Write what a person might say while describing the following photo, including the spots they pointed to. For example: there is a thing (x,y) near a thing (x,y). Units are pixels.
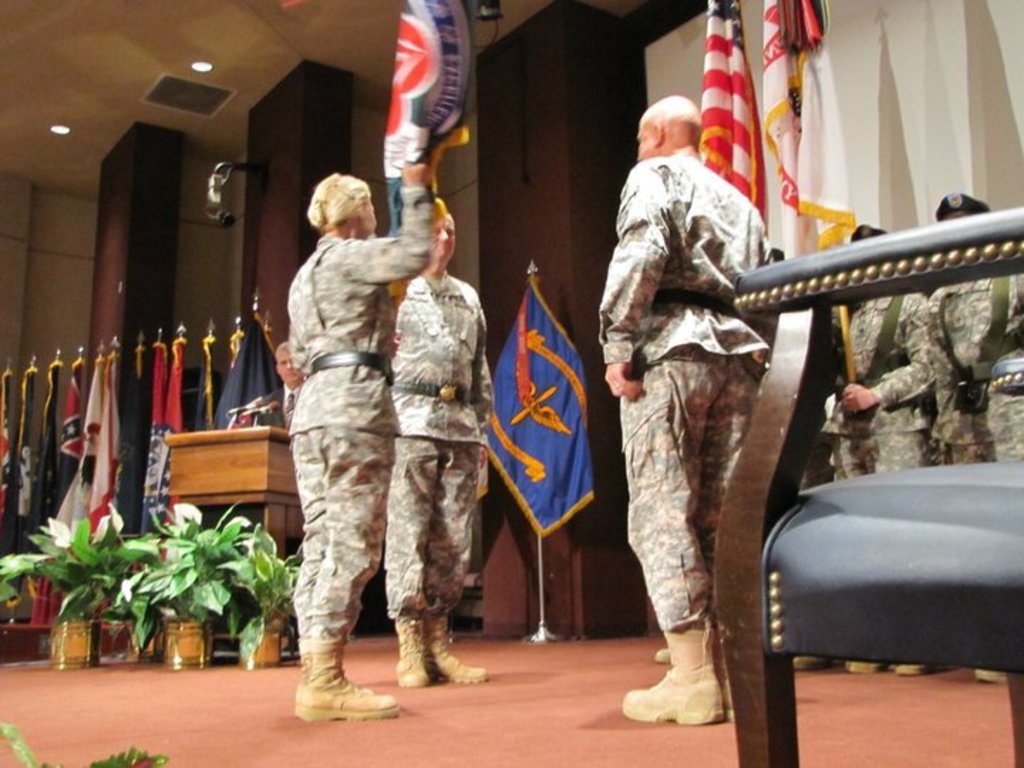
There are three persons (426,515) standing and this person (317,639) holding flag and we can see plants (132,610) and chair (891,595). On the background (933,375) we can see persons (963,317), podium (287,462) with microphone (258,399), flags (245,400), wall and curtains (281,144). On top we can see lights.
